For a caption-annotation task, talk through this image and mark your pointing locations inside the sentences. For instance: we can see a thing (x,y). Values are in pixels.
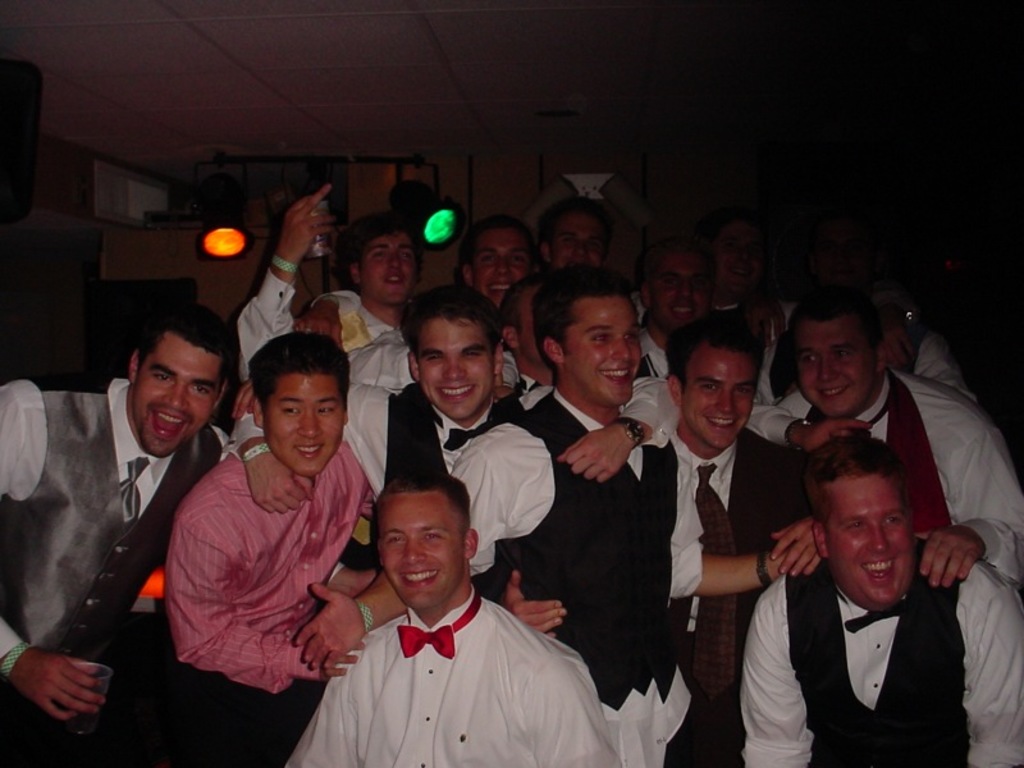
Here in this picture we can see a group of people (418,435) standing over a place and all of them are smiling and some people (176,471) are holding glasses (314,235) in their hands (57,695) and behind them we can see colorful lights (218,208) present over there.
